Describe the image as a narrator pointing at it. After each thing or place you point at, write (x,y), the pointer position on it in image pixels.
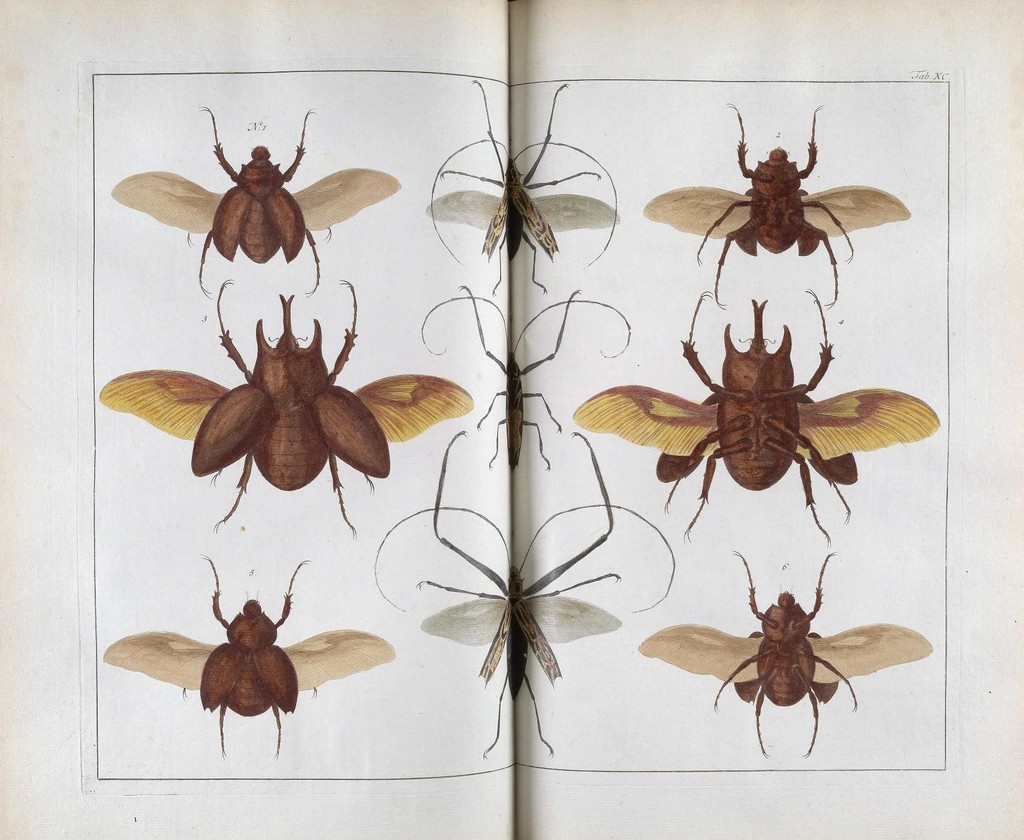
In this image I can see a book (211,221) and it is opened. Here I can see few depictions (464,207) of insects (268,453) on the white papers (581,85).
